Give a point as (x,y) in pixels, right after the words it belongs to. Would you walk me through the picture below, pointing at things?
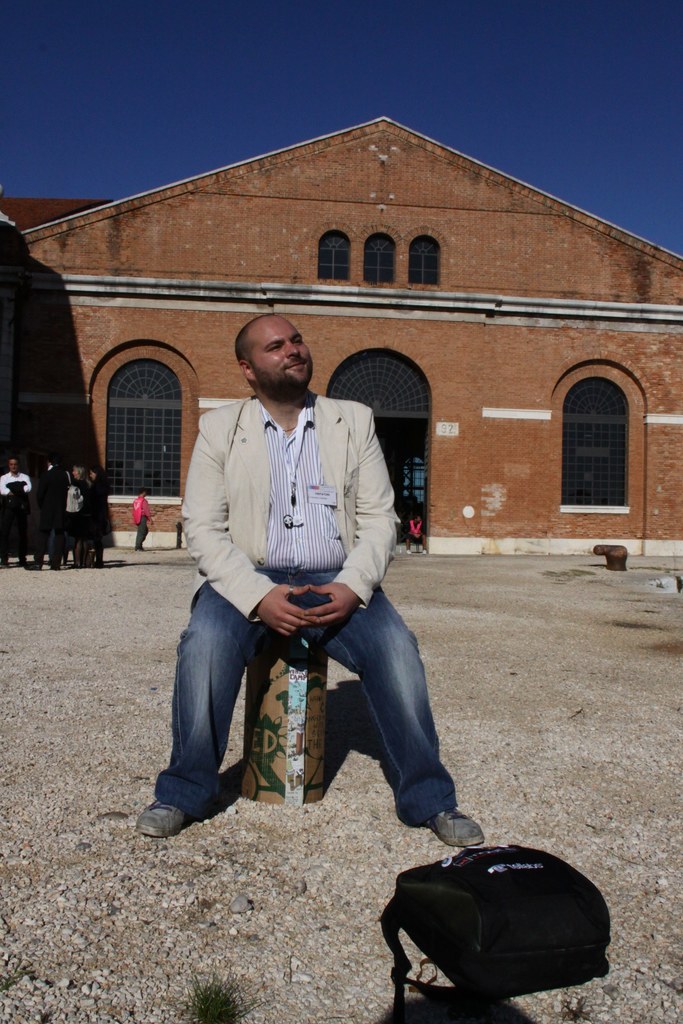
In this picture I can see there is a man (420,739) sitting on a object (299,661), he is wearing a blazer (363,497), shirt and is looking at right side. There is a bag (521,937) on the floor (246,937) and there are a group of people (75,511) standing in the backdrop (19,523) and few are walking, there is a building (344,208) in the backdrop (393,262) and it has a door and a window (393,262). The sky (195,6) is clear.
